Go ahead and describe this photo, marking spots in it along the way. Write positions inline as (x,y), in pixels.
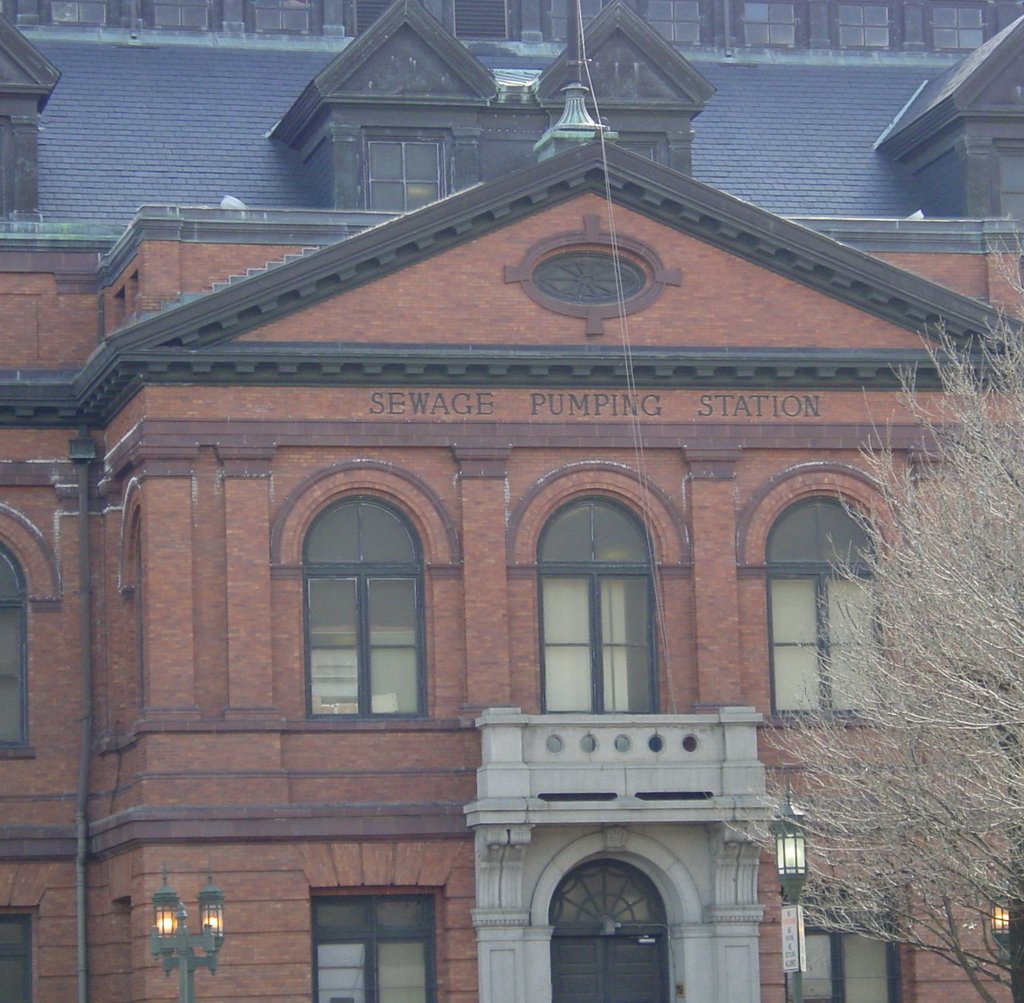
In this image there are street lights (785,876). Behind there is a building (531,445) having windows (604,685) and a door (608,947). Right side (1009,688) there are trees (919,761).
